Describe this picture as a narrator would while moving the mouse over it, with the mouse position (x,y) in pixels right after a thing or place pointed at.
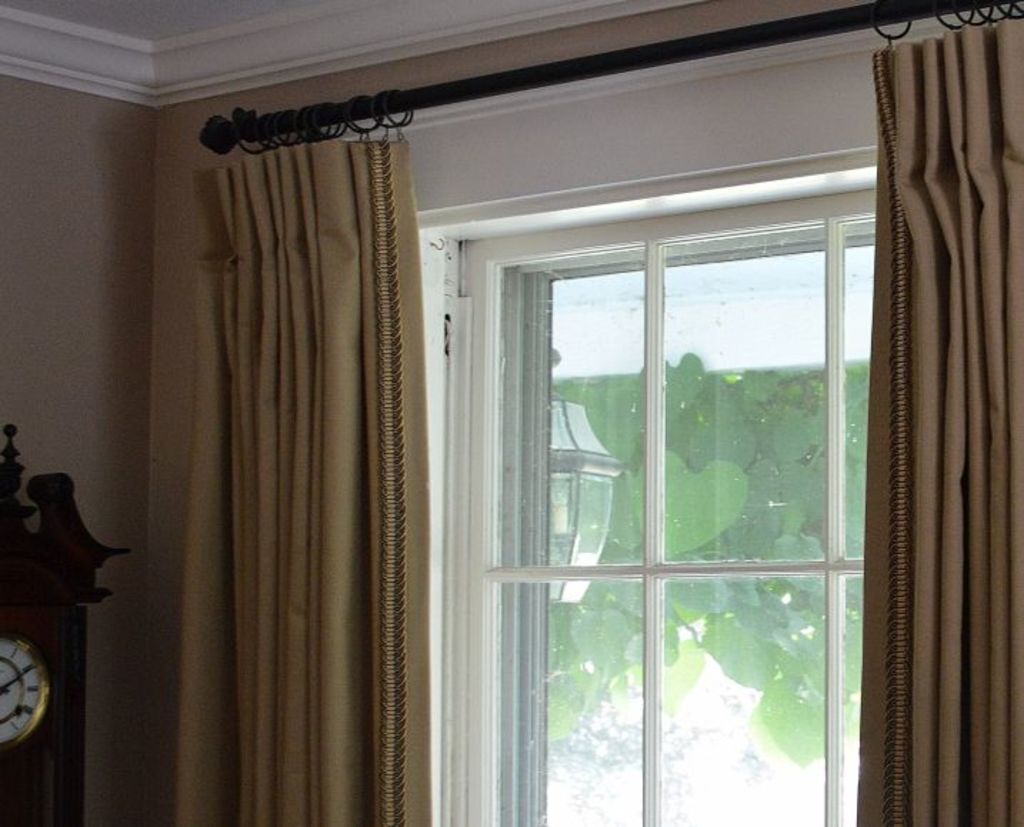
In this picture we can see curtains (916,358) and a window (698,415). Through glass (780,651) we can see green leaves (756,480) and a light (568,504). This is a clock (22,696) and a wall (121,693).
